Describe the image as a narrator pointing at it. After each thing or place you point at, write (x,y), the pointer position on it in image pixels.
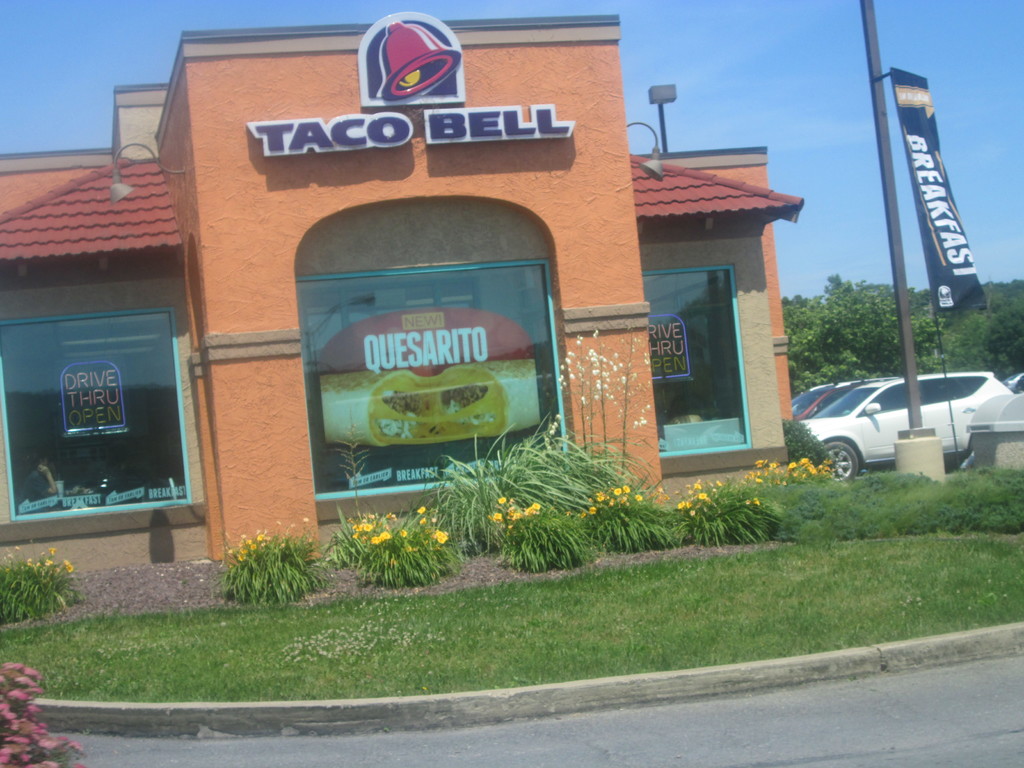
In this picture there is a building (328,252) and there is text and there are lights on the wall (199,117) and there are posters (511,370) and there is text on the posters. On the right side of the image (879,408) there are vehicles (894,402) and there is a flag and there is a pole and there are trees (958,348). At the top (764,26) there is sky (660,25). At the bottom (879,514) there are flowers (7,733) and plants (7,733) and there is grass (661,634).
